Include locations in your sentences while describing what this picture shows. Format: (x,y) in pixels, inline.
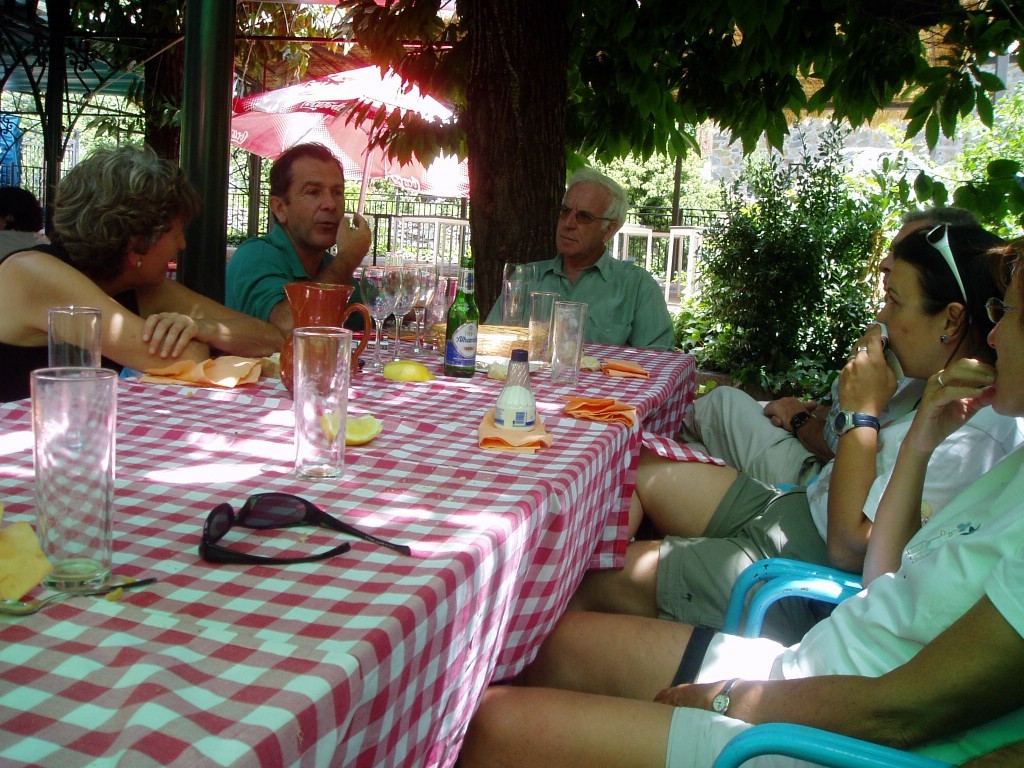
In this image there few people (142,302) sitting on chairs (764,606) at the table (494,503). A cloth (425,566) spread on the table (168,451). On the table (231,449) there are glasses (315,408), sunglasses (224,523), cloth (513,444), bottle (458,336), water mug (339,317) and lemons (406,379). In the background (495,210) there are trees (732,106), plants (768,236), railing (452,209) and a table umbrella (348,100).
